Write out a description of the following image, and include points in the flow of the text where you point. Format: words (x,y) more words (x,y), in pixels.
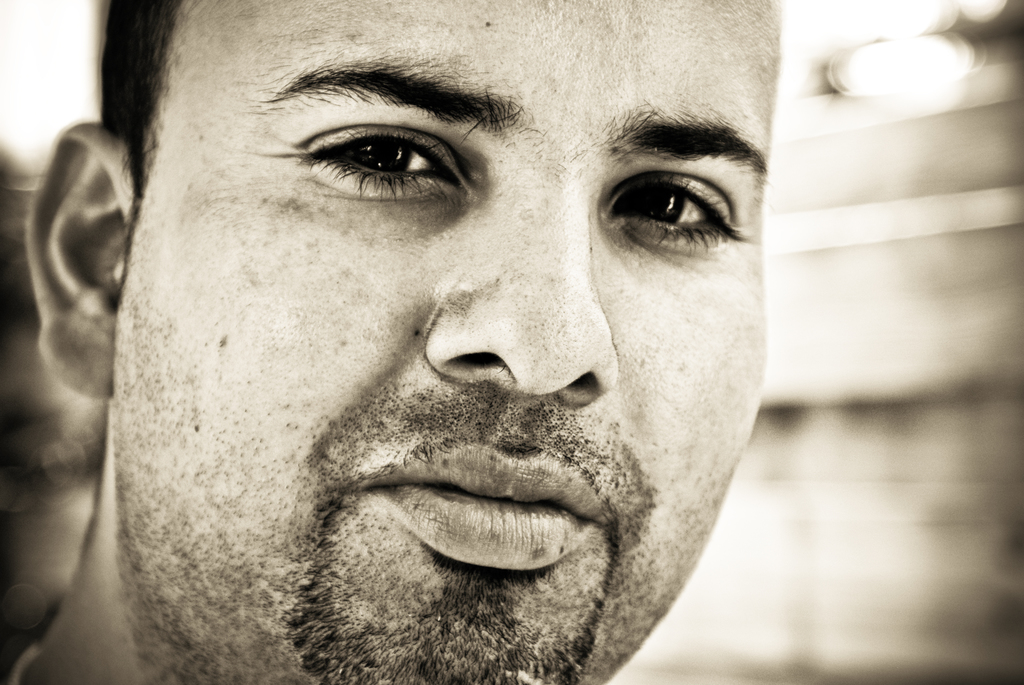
In this picture we can see a man's face (405,488), we can see a blurry background (910,403) here.
